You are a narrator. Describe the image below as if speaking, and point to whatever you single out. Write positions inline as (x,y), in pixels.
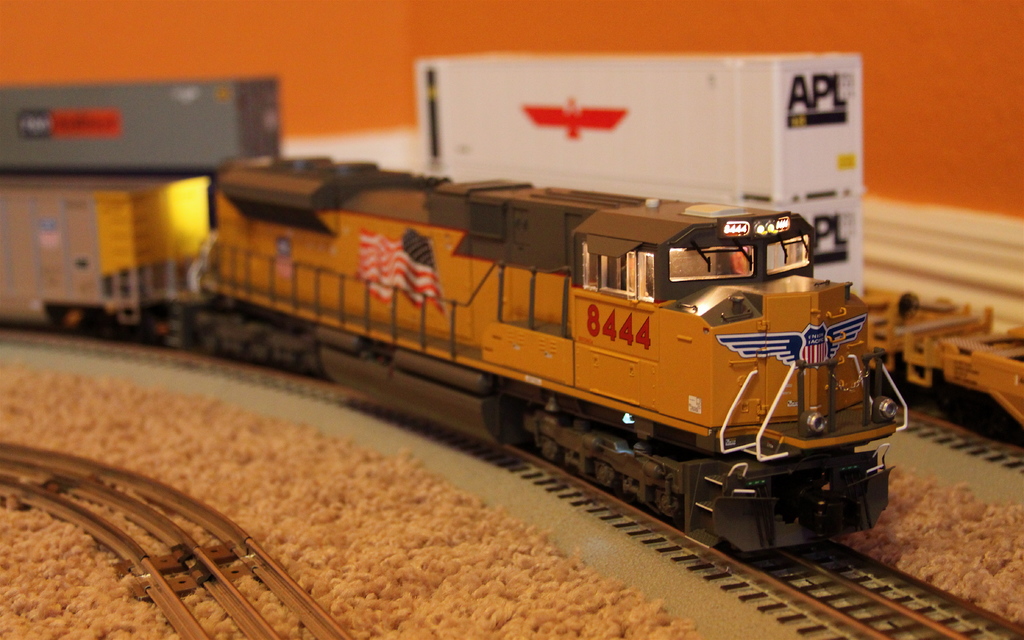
In this image I can see trains (690,412) on the railway track (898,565). It is in brown, white, ash color. Back I can see an orange wall (903,134).
